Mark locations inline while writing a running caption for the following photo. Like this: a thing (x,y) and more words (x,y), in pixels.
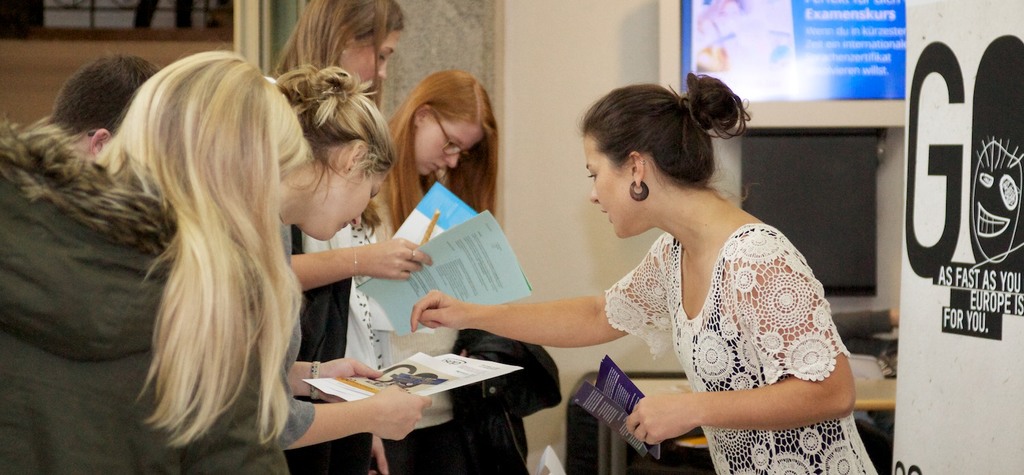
On the left side (214,93), there are persons (259,86) in different color dresses (135,214). Some of them are holding documents (423,277). On the right side (775,353), there is a woman (852,394) in white color T-shirt (736,323), holding brochures (590,399) with a hand (654,416). Beside her, there is a banner (956,415). In the background (847,6), there is a poster (743,25) attached to a wall (666,34), there are some objects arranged on a shelf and there are other objects (219,21).
